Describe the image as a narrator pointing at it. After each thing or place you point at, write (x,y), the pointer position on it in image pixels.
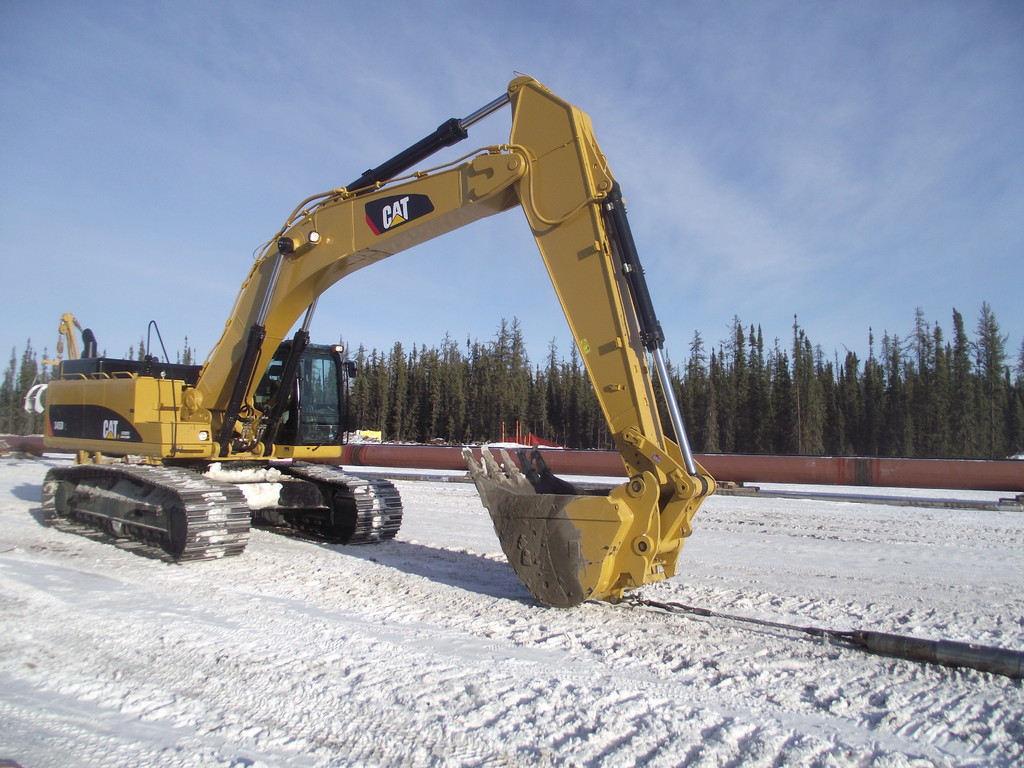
There is snow (643,655). Also there is an excavator (308,428). In the back (383,385) there are trees (582,387) and sky (278,95).
